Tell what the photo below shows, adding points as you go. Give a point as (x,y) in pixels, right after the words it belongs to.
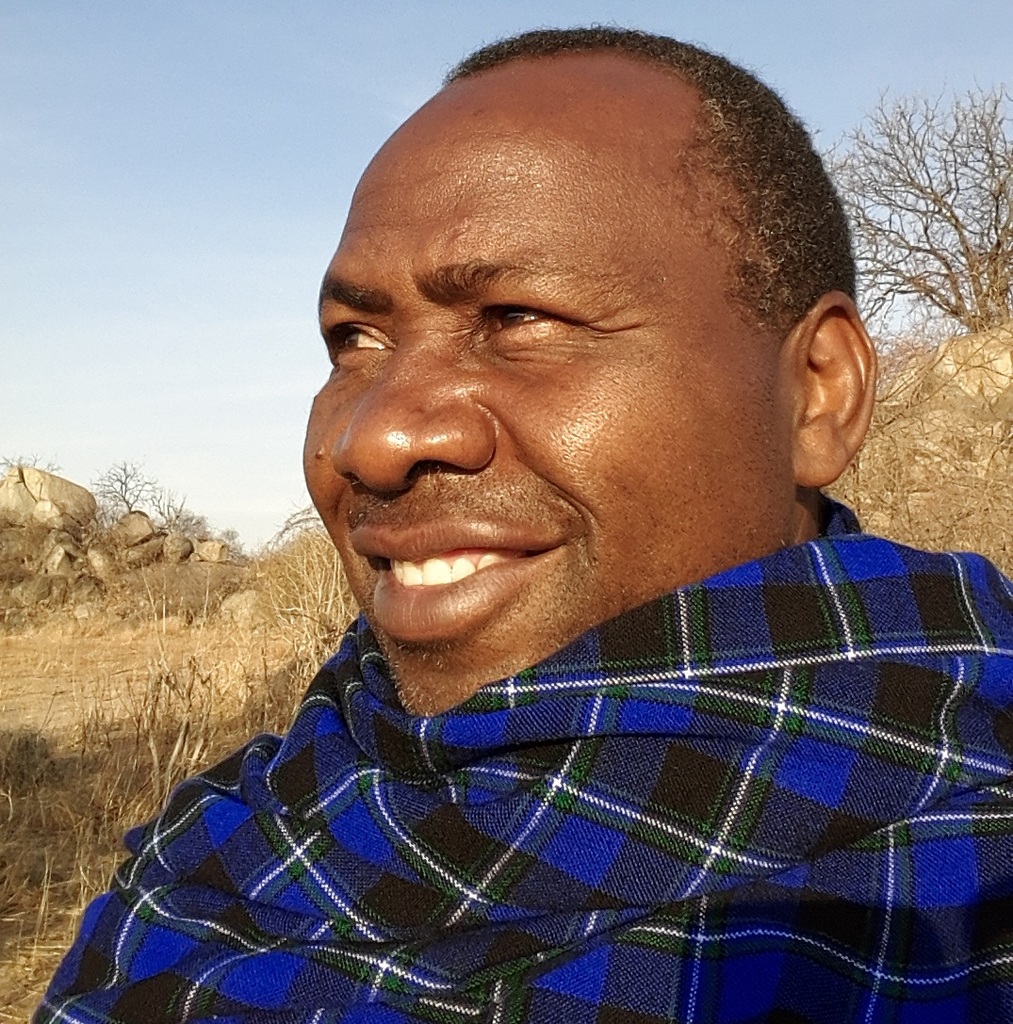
In this image I can see a person (546,539) wearing blue, black and white colored cloth (706,645) on him is smiling and in the background (301,510) I can see few rocks (127,513), few trees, the ground (88,663) and the sky (171,160).
